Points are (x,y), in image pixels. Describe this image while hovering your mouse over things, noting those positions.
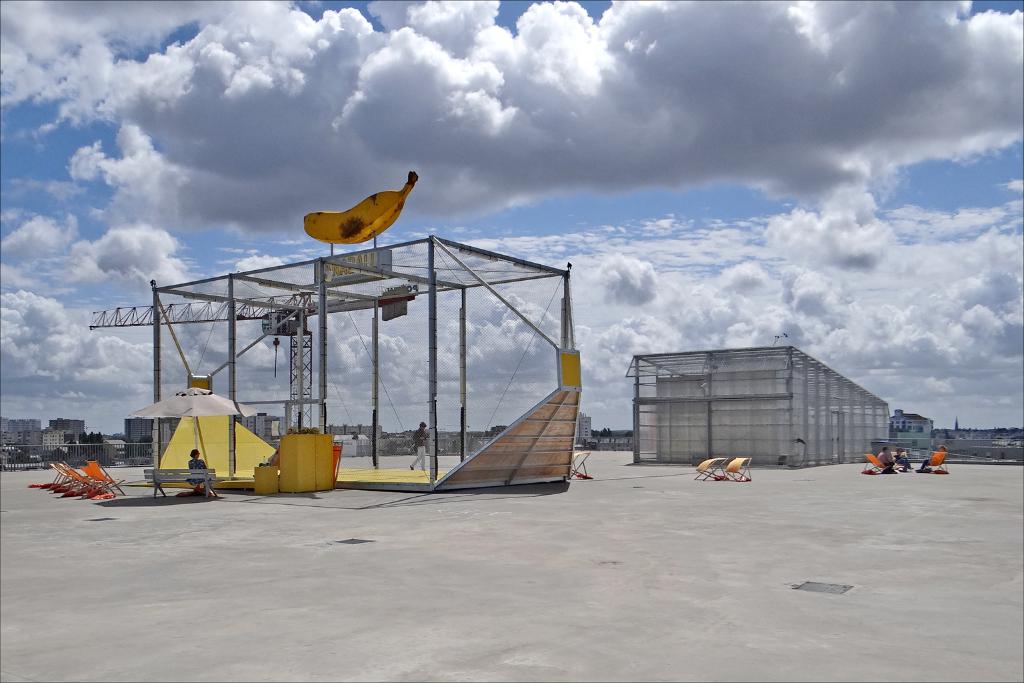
This is an outside view. Here I can see two sheds (531,399) on the ground (649,575). On the right side (910,465), I can see few people (896,463) are sitting on the chairs (874,462). On the left side (96,479) there is one person (194,468) sitting on the bench (160,480) and there are few empty chairs (83,469). In the background (39,437), I can see many buildings (125,431). At the top of the image (694,92) I can see the sky (573,95) and clouds (573,95).
